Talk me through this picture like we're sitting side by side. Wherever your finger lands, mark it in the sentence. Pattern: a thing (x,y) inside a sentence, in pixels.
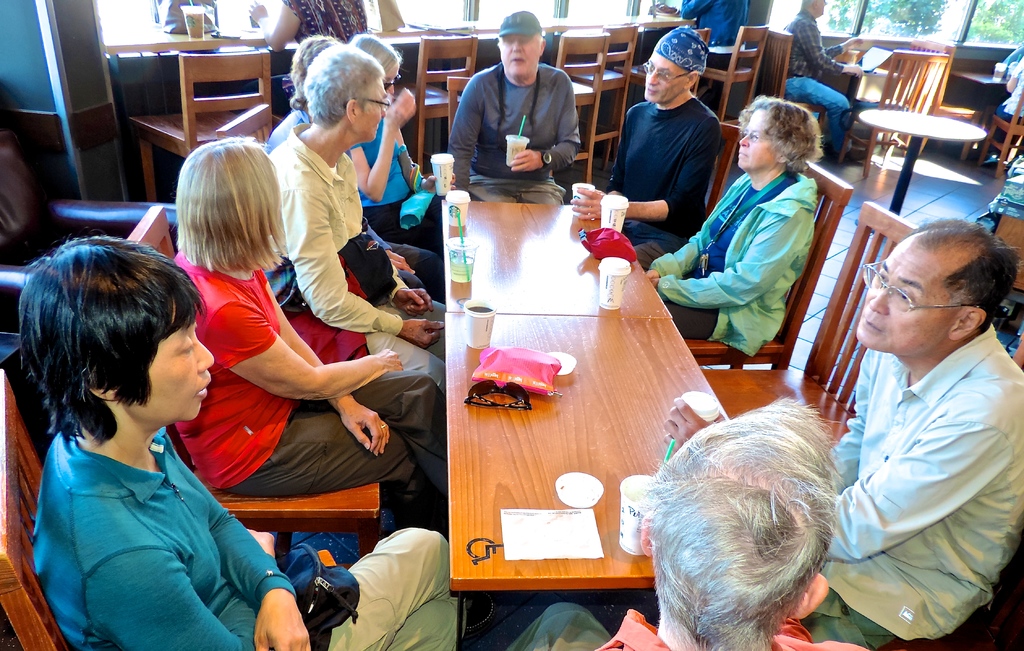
In this picture there are group of people (178,506) sitting on a chair (30,505). There is a cup (608,302), spectacle (517,390), paper (552,534), straw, pink and red bag (544,365) on the table (575,408). There is a laptop (866,63) on the table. There are few people (716,34) sitting on the chair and a tree (988,21) in the background (975,33).
